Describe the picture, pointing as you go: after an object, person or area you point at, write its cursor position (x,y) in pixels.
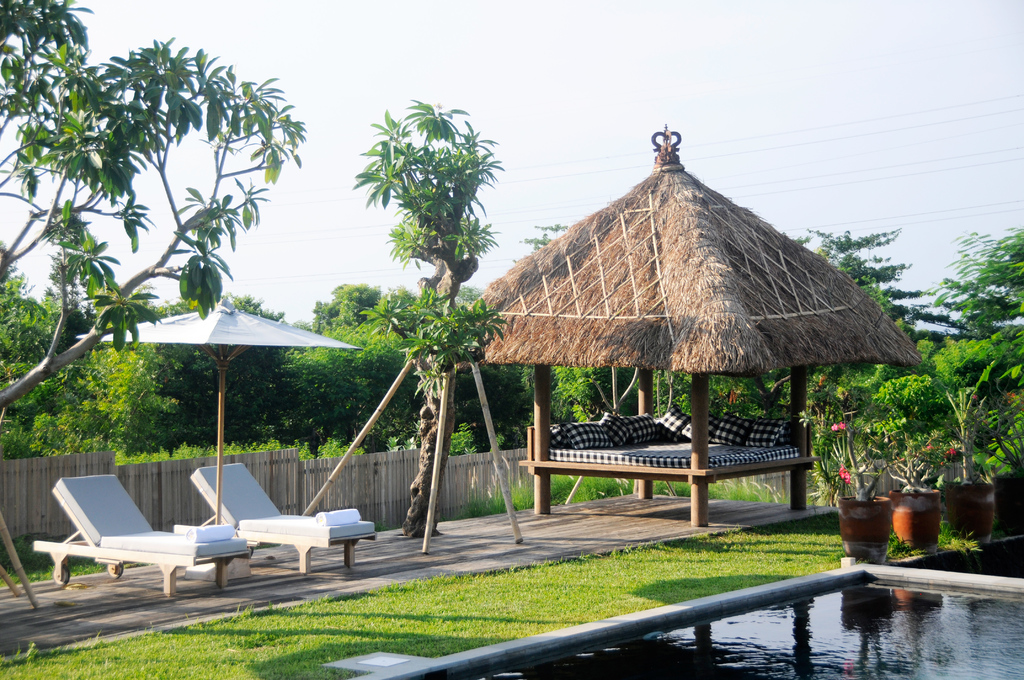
In this image I can see lounge chairs (247,534), water (737,622), flower pots (843,513), fence (892,485), the grass (484,584) and other objects (546,476). In the background (651,104) I can see trees (417,490) and the sky (578,102).
